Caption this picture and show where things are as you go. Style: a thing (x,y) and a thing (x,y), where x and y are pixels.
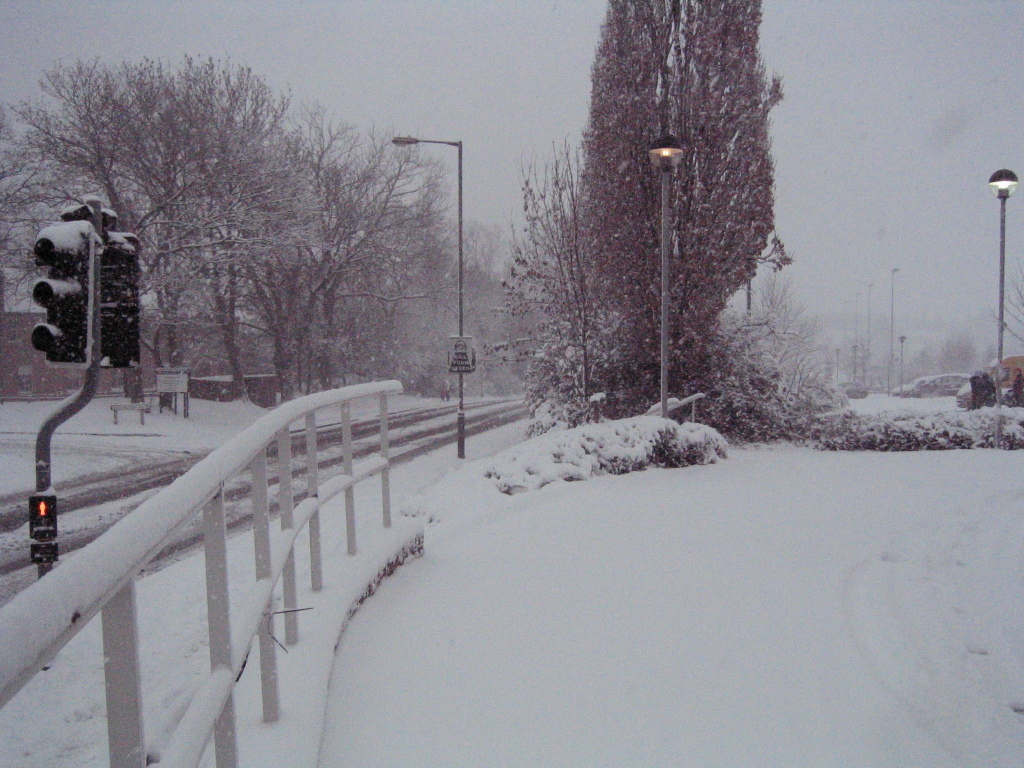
In the picture we can see a path (492,700) which is covered with a snow (587,697) and besides it, we can see a railing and behind it, we can see some traffic light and road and in the background (116,140), we can see some lights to the poles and trees (129,125) and behind it we can see a sky (495,152).
